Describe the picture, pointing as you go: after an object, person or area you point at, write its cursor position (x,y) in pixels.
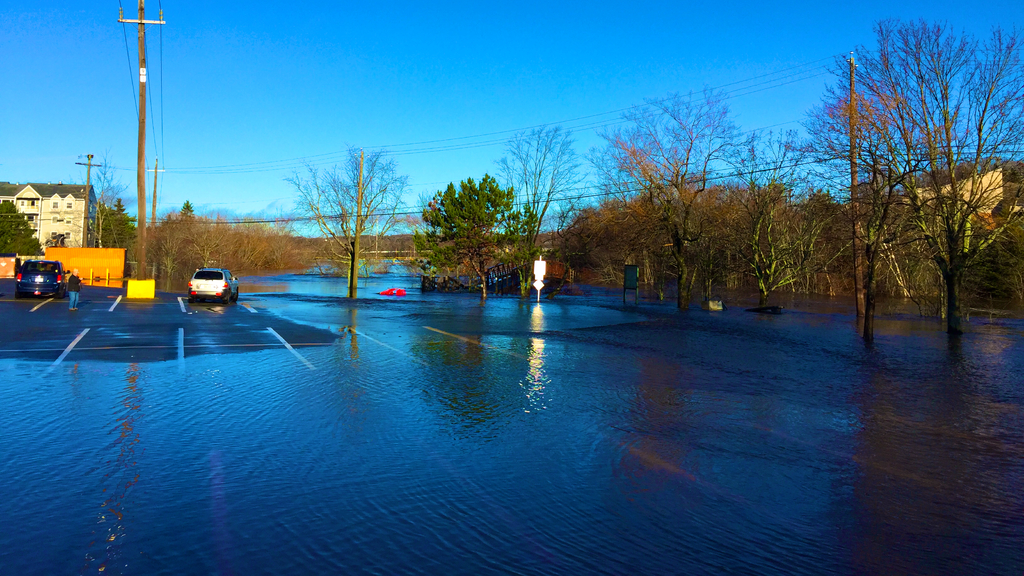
In this picture there is water (615,479) on the road (212,303). We can observe two cars (63,281) and a person (75,306) standing on the road (105,322). On the left side (66,205) there are poles (141,224) and a building (43,203). We can observe trees (574,264). In the background (423,112) there is a sky (371,76).
